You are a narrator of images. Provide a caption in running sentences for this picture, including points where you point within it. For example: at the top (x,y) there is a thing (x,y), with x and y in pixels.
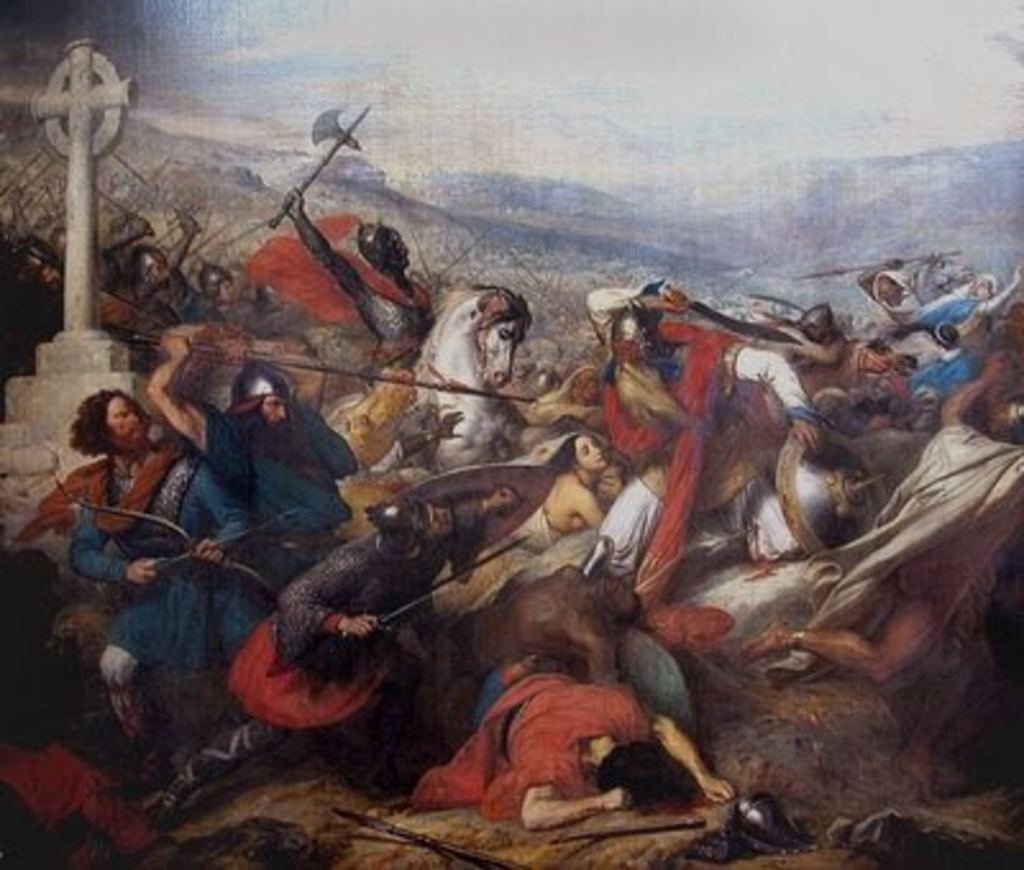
In this picture we can see the photo of the people (306,428) and some people (309,300) holding the ax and shield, rods (136,337) and some objects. Behind the people (179,468) there is a horse (472,376), pole (92,278) and hills (755,241).
